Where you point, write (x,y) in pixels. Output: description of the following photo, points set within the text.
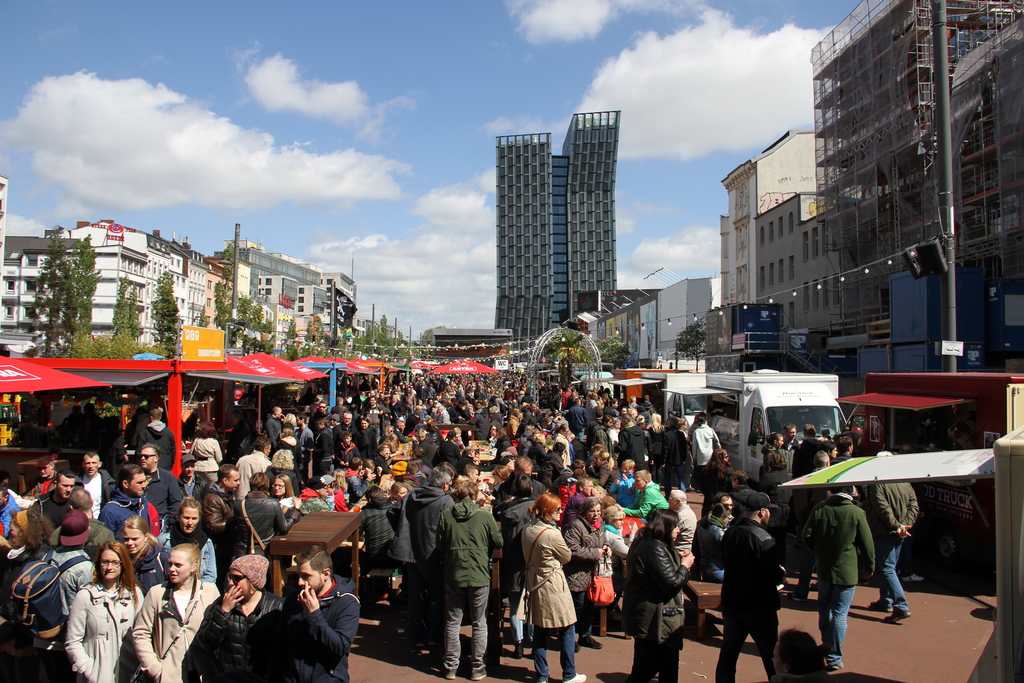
In this image I can see number of people (454,419) are standing. I can see most of them are wearing jackets (149,612) and I can see few of them (258,586) are wearing caps (254,564). In the background (544,308) I can see number of buildings (112,324), number of trees (231,314), clouds (360,282), the sky (204,47) and I can see few stalls (243,398). I can also see a yellow color board (208,340) over there and on it I can see something is written.
